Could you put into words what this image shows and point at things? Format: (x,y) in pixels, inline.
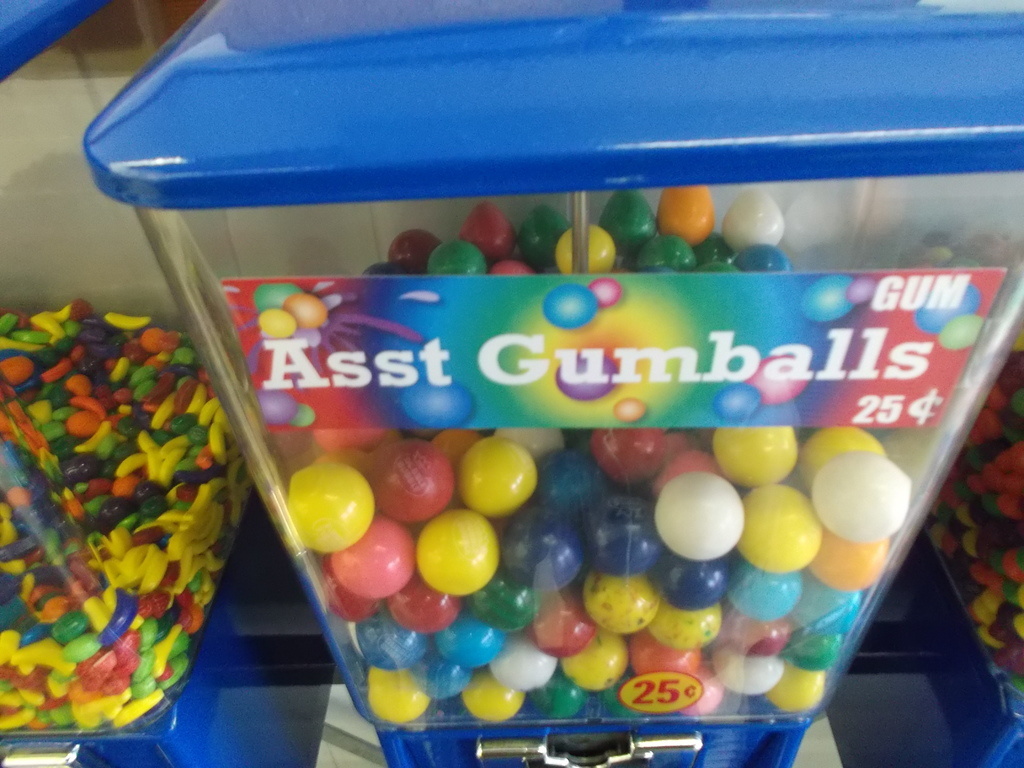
In this image we can see containers (1018,451) containing group of candies (549,529) in it.
